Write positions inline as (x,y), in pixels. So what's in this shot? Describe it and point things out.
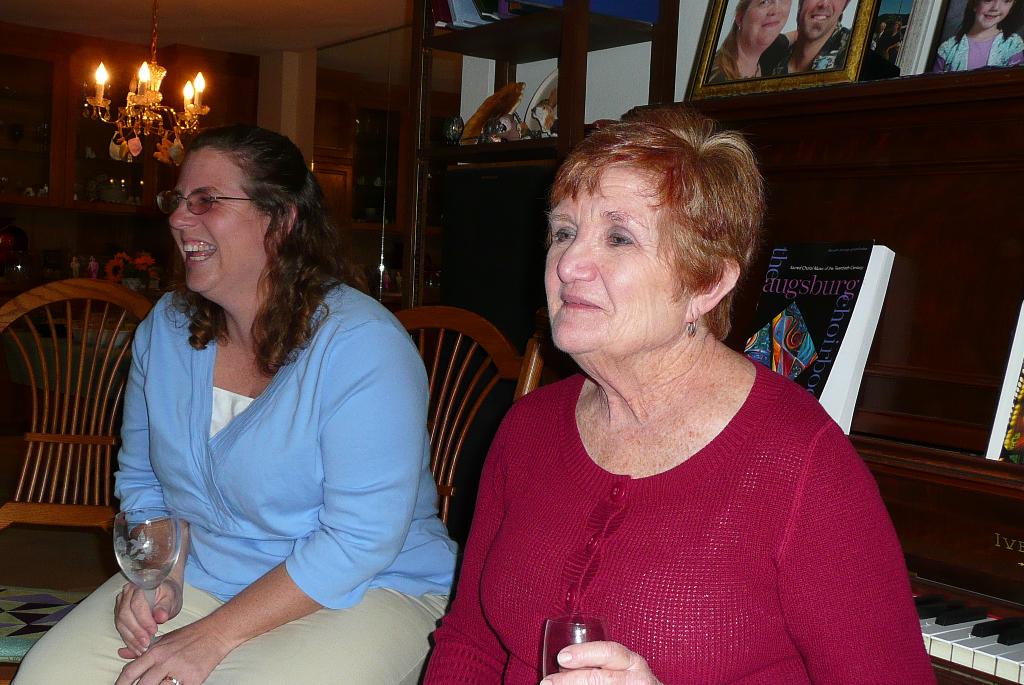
There are two women (415,381) sitting on the chairs (444,505) and holding glasses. These are the photo frames (793,83) and books (846,264) placed in the rack (942,221). This looks like a piano (985,613). here I can see lamp (170,110) hanging to the rooftop (181,22). At background (103,204) I can see cupboards (108,213) with some objects (115,193).
